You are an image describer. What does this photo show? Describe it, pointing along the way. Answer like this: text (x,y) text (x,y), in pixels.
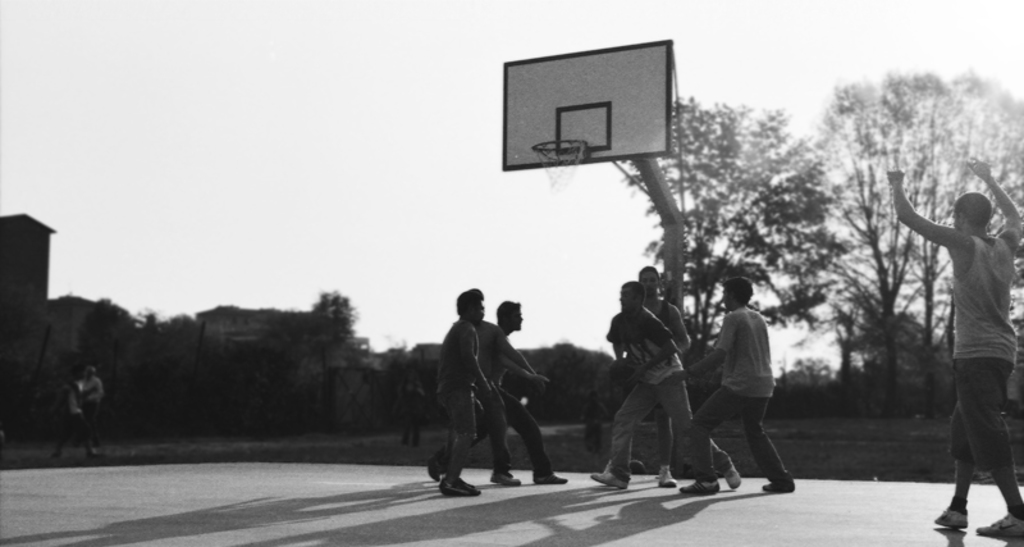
In the middle of the image (509,315) few people (961,426) are standing and walking. Behind them there is a pole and net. Top right side of the image (917,169) there are some trees (1023,187). Top left side of the image (82,9) there is sky (66,13). Bottom left side of the image (336,421) there are some trees (434,408) and buildings (40,280).
